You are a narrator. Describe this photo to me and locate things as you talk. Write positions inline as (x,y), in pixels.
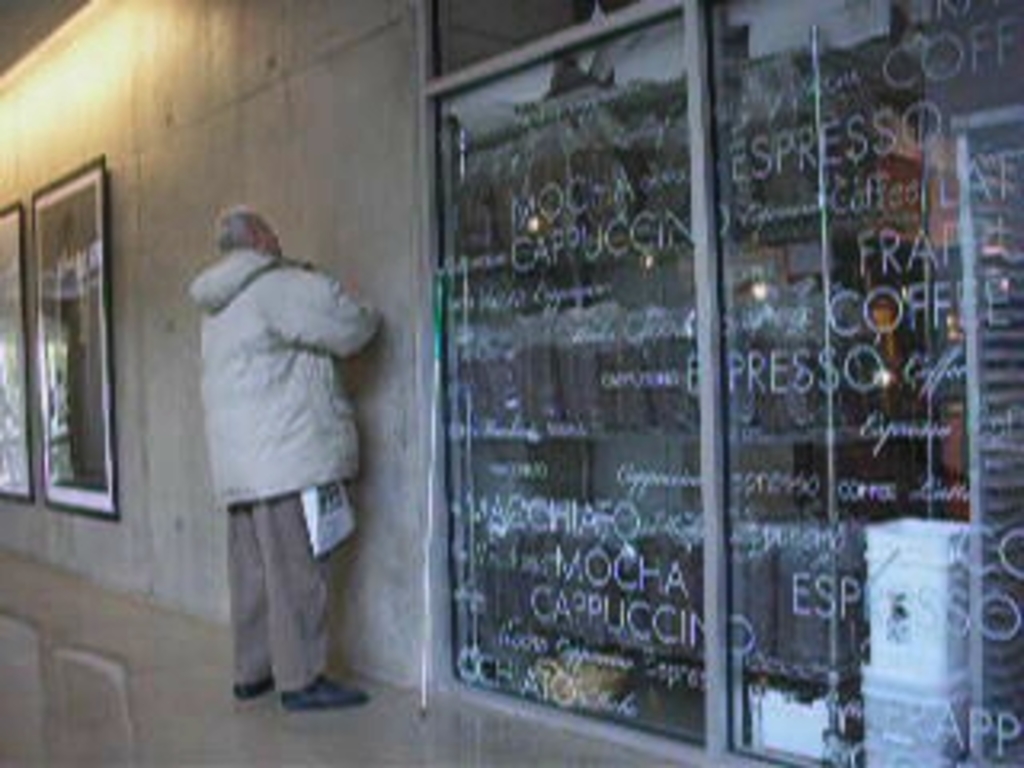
This is the man (302,438) standing. He wore a jerkin (269,487), trouser (310,577) and shoes (334,693). These are the frames (83,321) attached to the wall (183,263). This looks like a glass door (882,477). I think this is a bucket (871,643), which is behind the glass door (850,586).
